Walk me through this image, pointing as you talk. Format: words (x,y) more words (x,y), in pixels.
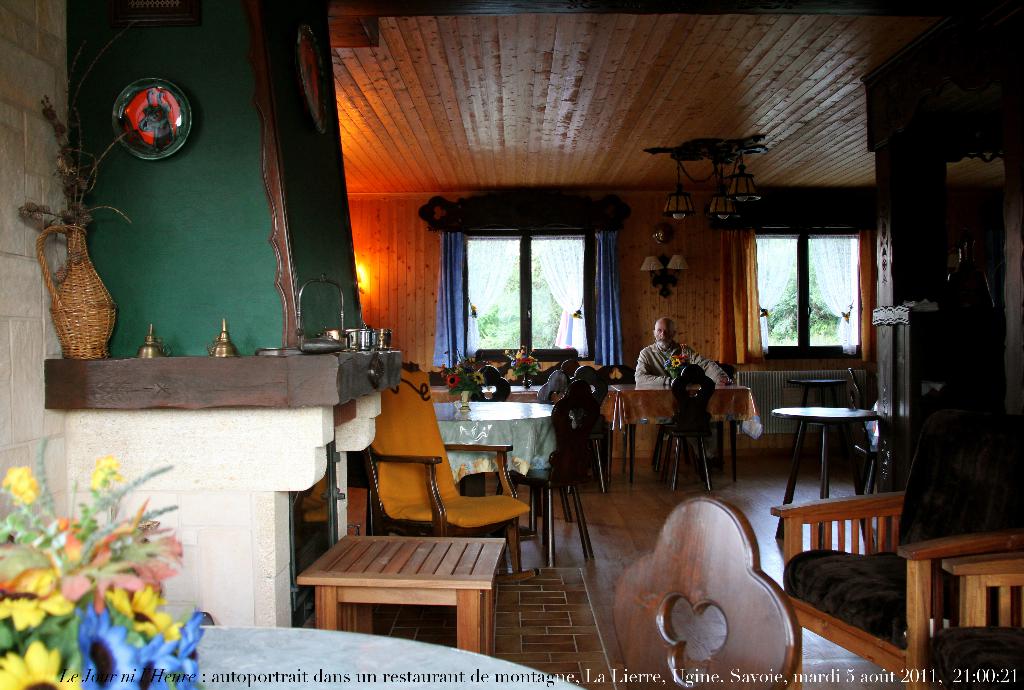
This image is clicked inside a room (526,531). There are tables (520,424) and chairs (413,513) in the image. There are flower vases (456,385) on the tables (520,414). There is a man (664,351) sitting on the chair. Behind him there is a wall (702,305). There are glass windows (785,297) to the wall (656,311). There are curtains (752,291) to the windows (525,317). There are lights (689,151) hanging to the ceiling (696,131). There are wall lamps (677,266) on the wall (383,275). To the left (93,307) there are a few objects (325,338) on the mantel (238,363). In front of it there is a stool (423,566). At the bottom (472,685) there is text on the image.
